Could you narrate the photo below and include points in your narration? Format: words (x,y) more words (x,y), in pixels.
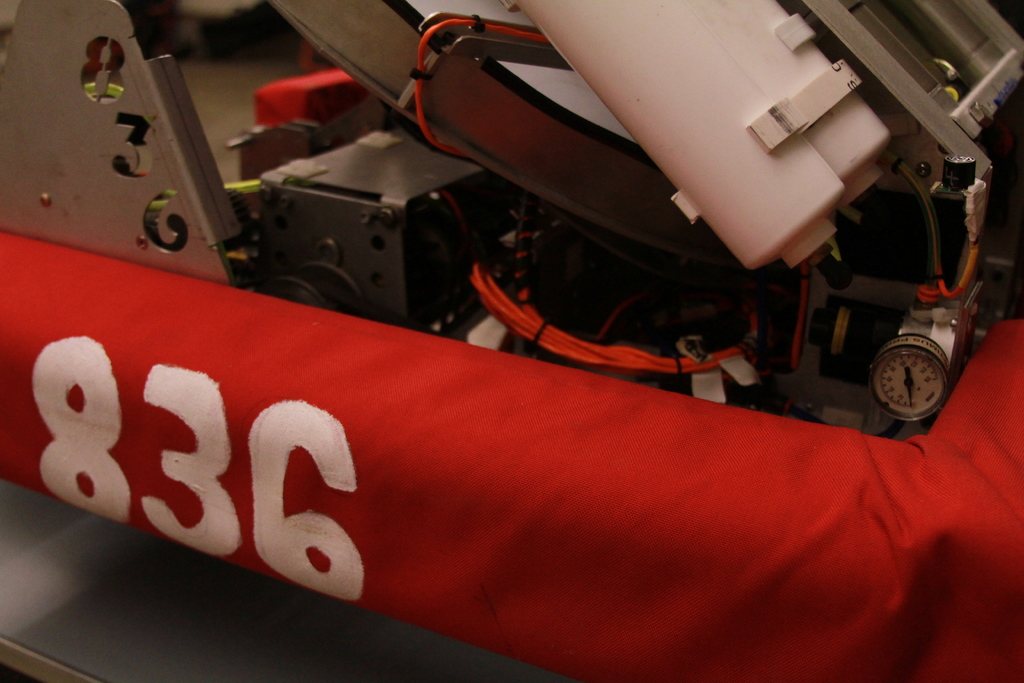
Here I can see a machine tool (319,284), under this there is a red color cloth (464,374) on which I can see few numbers (99,466). At the bottom of the image (119,627) there is a table (155,633).
